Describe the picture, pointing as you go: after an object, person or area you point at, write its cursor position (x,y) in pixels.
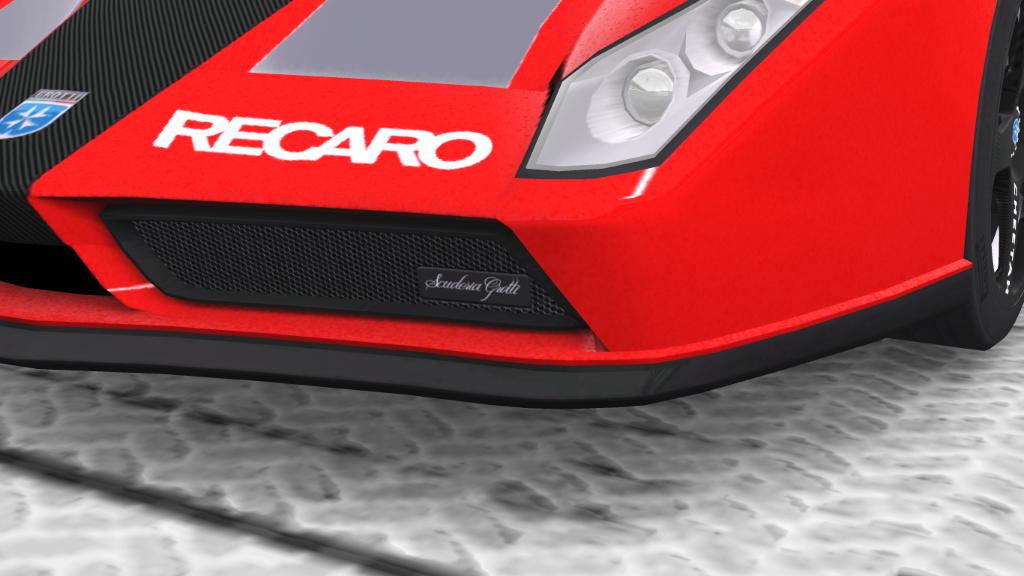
It is an animated image in which we can see there is a car (577,271) on the floor (537,458). We can see the headlights (603,148) and a Tyre (986,212).
